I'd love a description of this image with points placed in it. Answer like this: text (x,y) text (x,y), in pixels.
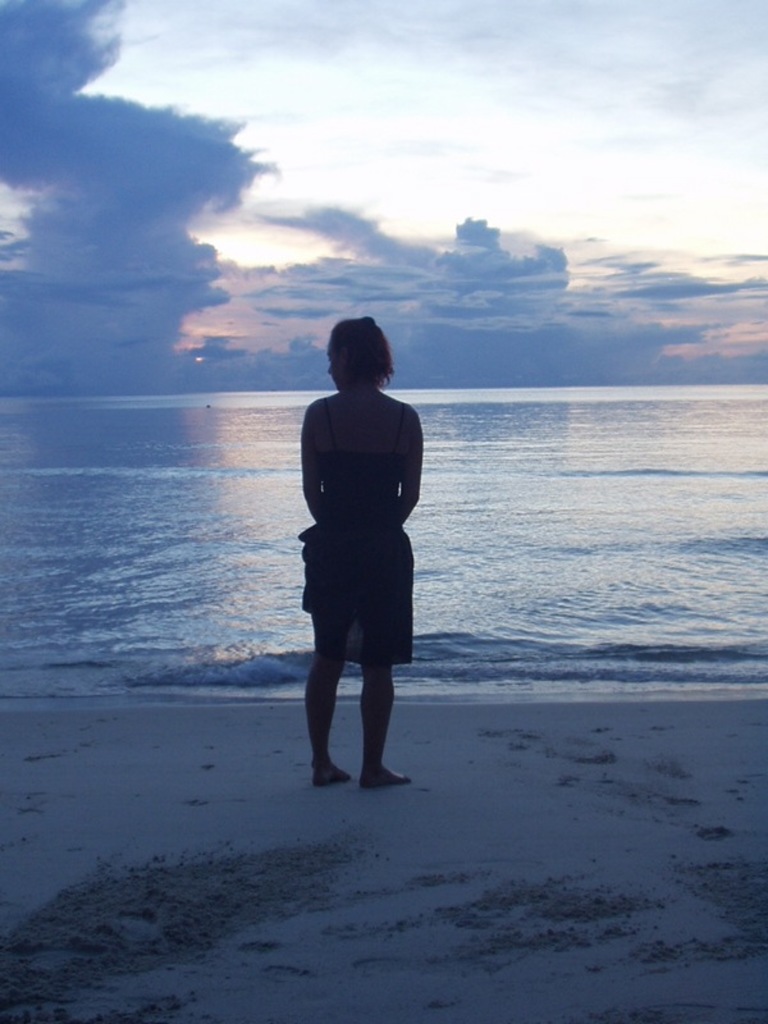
In this image we can see a person (347,562) standing on the ground (395,906) and in the background (478,496) there is water (442,489) and the sky (366,100) with clouds (530,271).
